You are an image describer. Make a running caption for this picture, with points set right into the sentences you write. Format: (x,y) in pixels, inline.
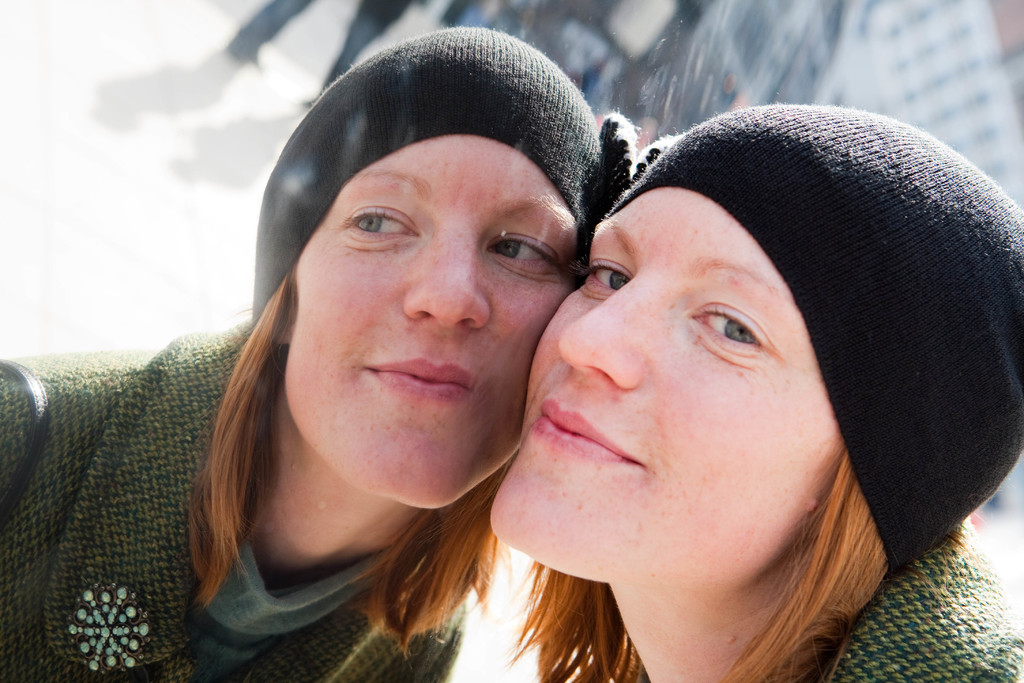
In this picture I can observe two women (338,350) who are looking similar to each other. They are wearing green color sweater (113,533) and black color cap (434,101) on their heads (455,203). The background (627,60) is blurred.
